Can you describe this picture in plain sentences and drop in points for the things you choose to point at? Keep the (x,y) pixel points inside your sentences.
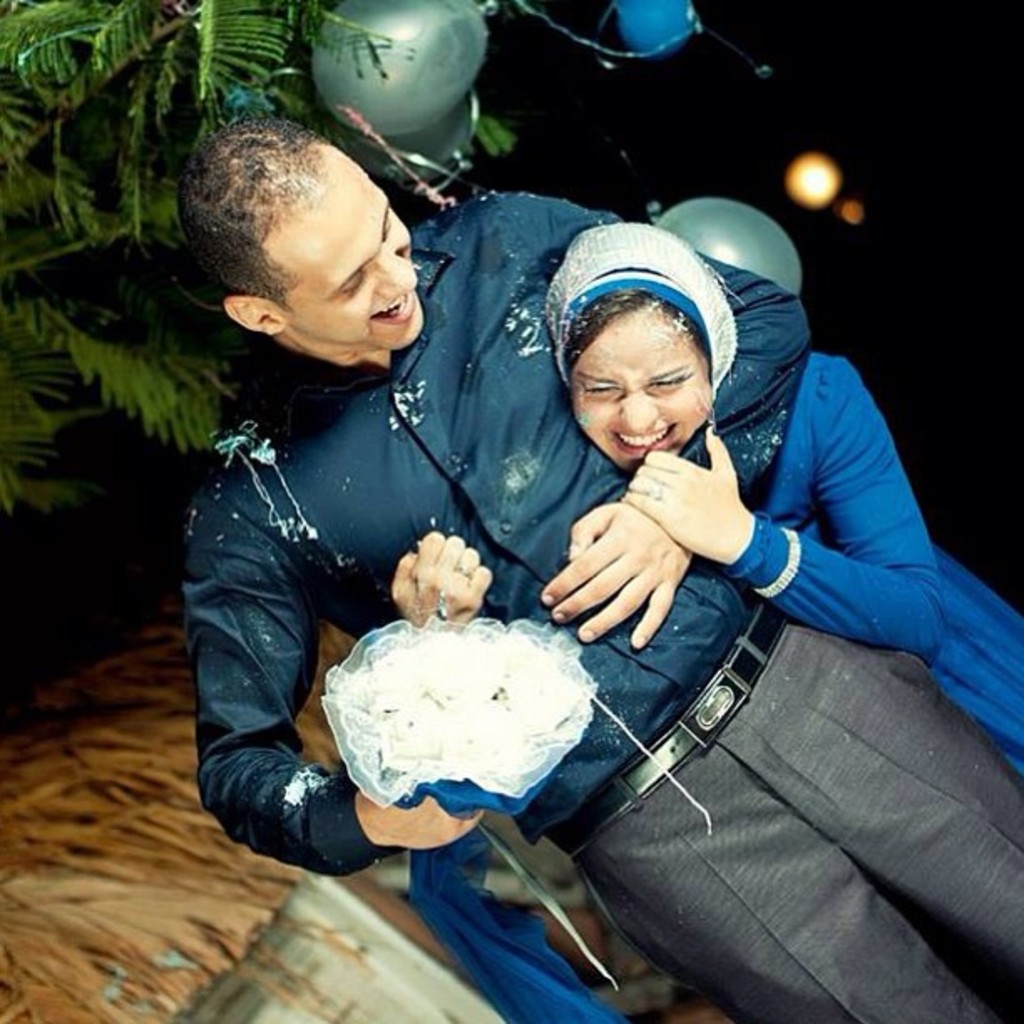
In this image I can see a man (342,322) and a woman (665,469). I can see he is wearing formal dress (353,372) and she is wearing blue colour dress (814,514). On the top side of this image (456,18) I can see few balloons (409,38), a light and green leaves (276,48).
